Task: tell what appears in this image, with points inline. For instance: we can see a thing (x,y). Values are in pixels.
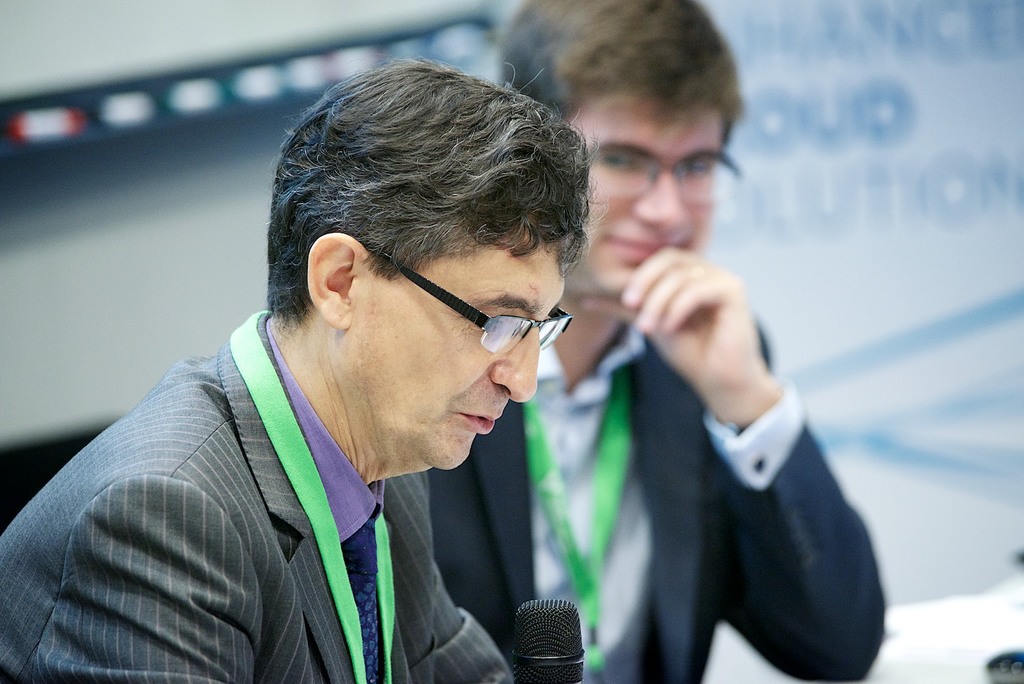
In this image we can see this person (167,511) wearing blazer (253,654) and spectacles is sitting and there is a mic (556,654) in front of him. The background of the image (660,88) is slightly blurred, where we can see another person (618,458) and a banner (857,113).
